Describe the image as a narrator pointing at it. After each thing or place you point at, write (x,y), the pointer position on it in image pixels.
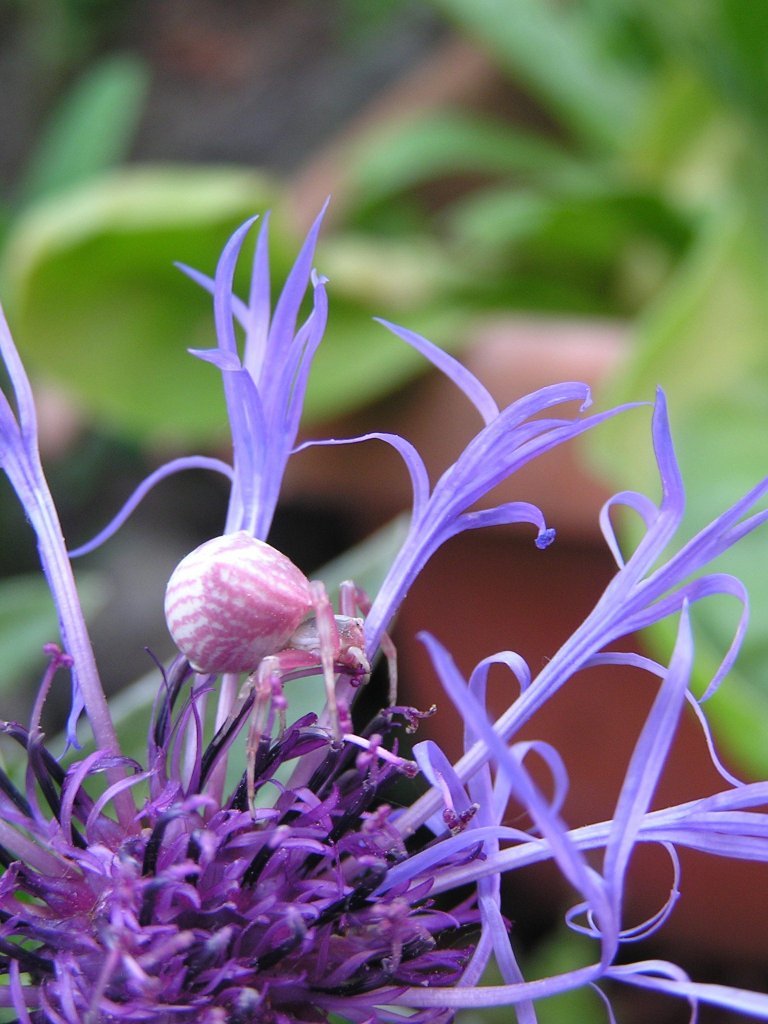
At the bottom of the picture (377,924), we see a plant (290,756) which has flowers (274,818). These flowers (207,749) are in violet color. In the background (467,294), we see a flower pot (562,450) and a plant (215,344). It is blurred in the background (534,350).
